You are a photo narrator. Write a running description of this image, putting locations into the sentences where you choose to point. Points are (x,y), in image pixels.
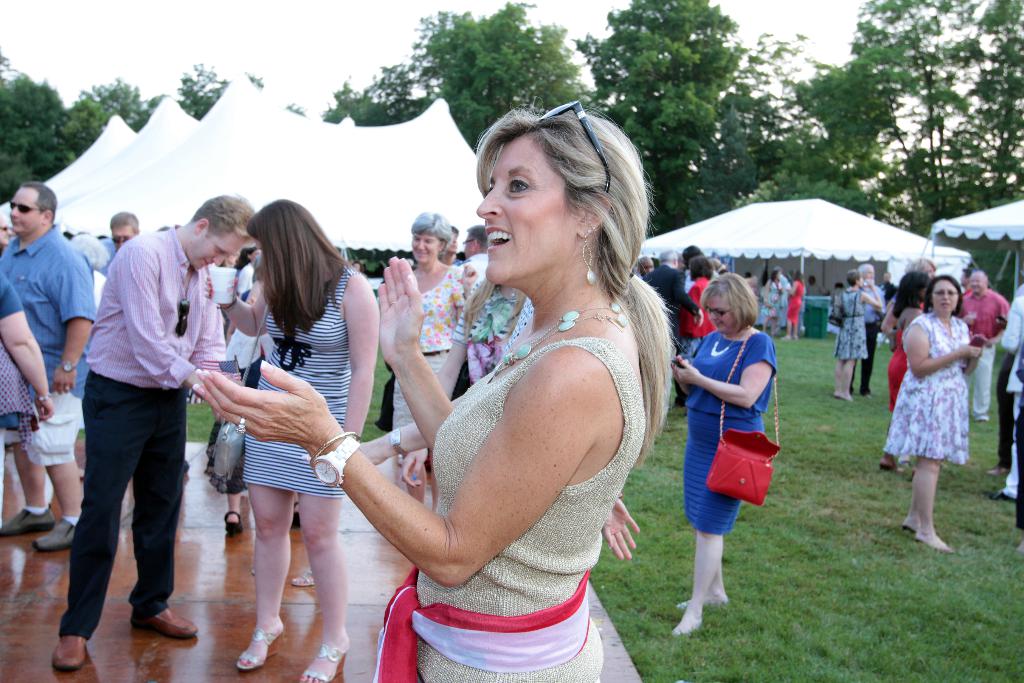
In this image I can see a person (503,565) wearing cream, white and red colored dress (515,577) is standing. In the background (336,605) I can see few other persons (357,365) standing, few white colored tents (167,158), few trees (515,36) which are green in color and the sky (257,61).
